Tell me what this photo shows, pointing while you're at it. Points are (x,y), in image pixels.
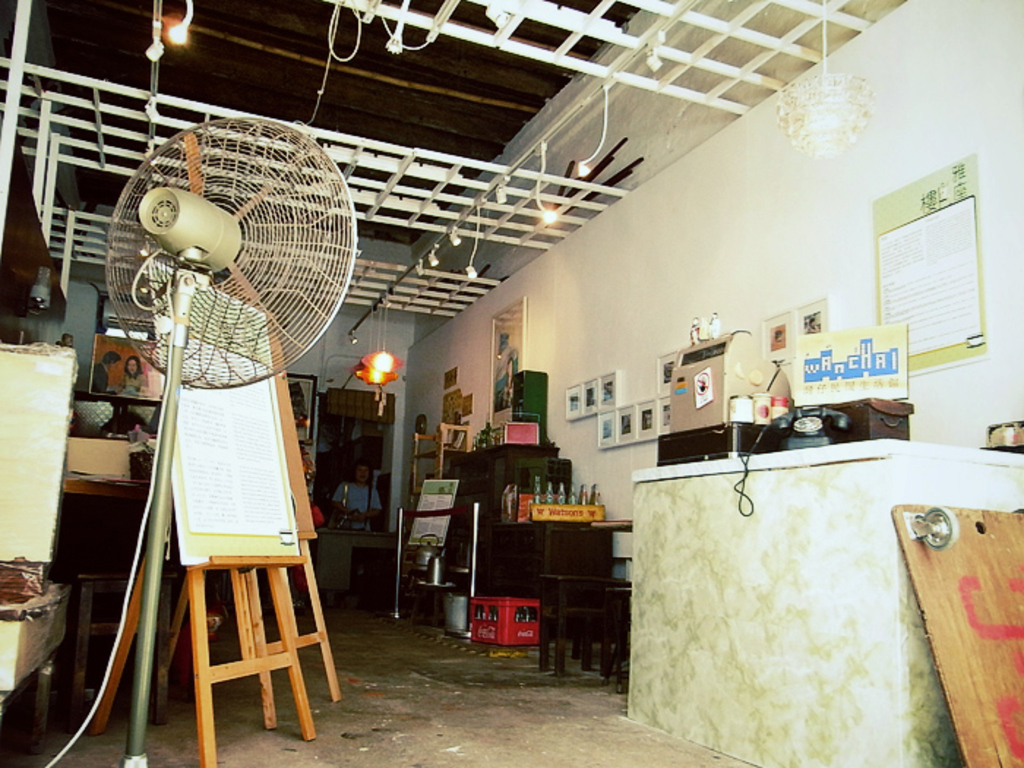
In this image we can see a fan (285,253), boards (260,392), pictures (112,373), basket (500,601), bottles (536,502), rods (476,511), tables (567,548), lights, person (352,485) and things (338,411). Pictures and boards (966,305) are on the wall (632,341). Above the table (904,626) there is a telephone (808,434), box (858,422), board (881,397) and things (705,356).
